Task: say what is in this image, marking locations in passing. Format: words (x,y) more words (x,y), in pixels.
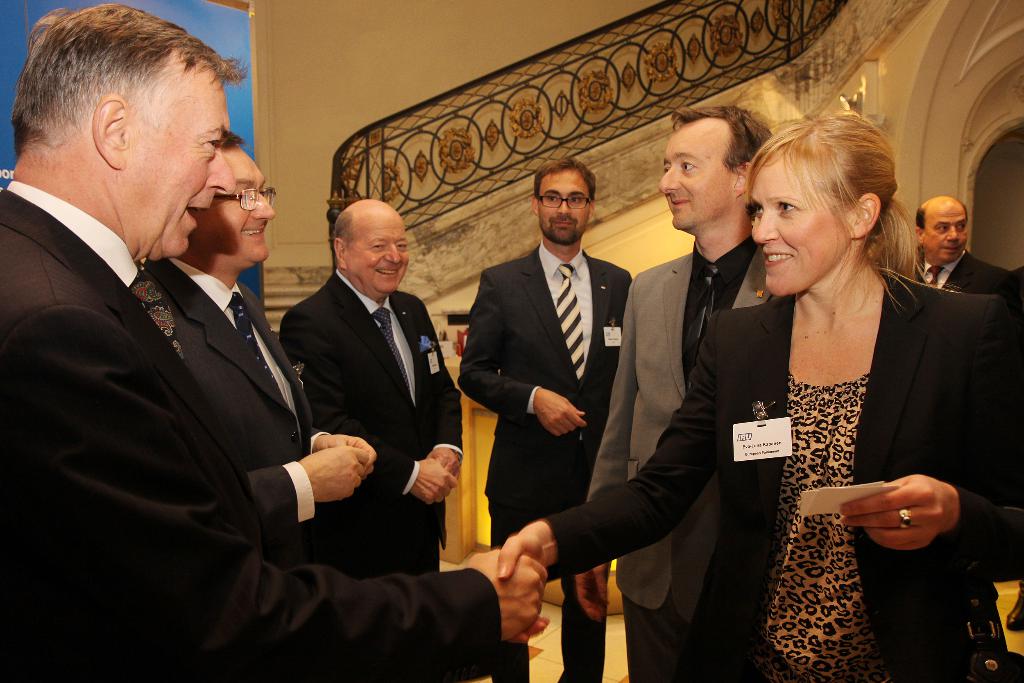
In this image there is a woman (782,479) shaking the hand (510,576) of a person (149,578) wearing a blazer (89,445). Behind them there are people (416,361) wearing blazers (344,362) and tie (400,373). They are standing on the floor (609,644). Behind them there is a staircase (484,261). Background (974,223) there is a wall (284,8). Left side (22,57) there is a banner (235,84).
